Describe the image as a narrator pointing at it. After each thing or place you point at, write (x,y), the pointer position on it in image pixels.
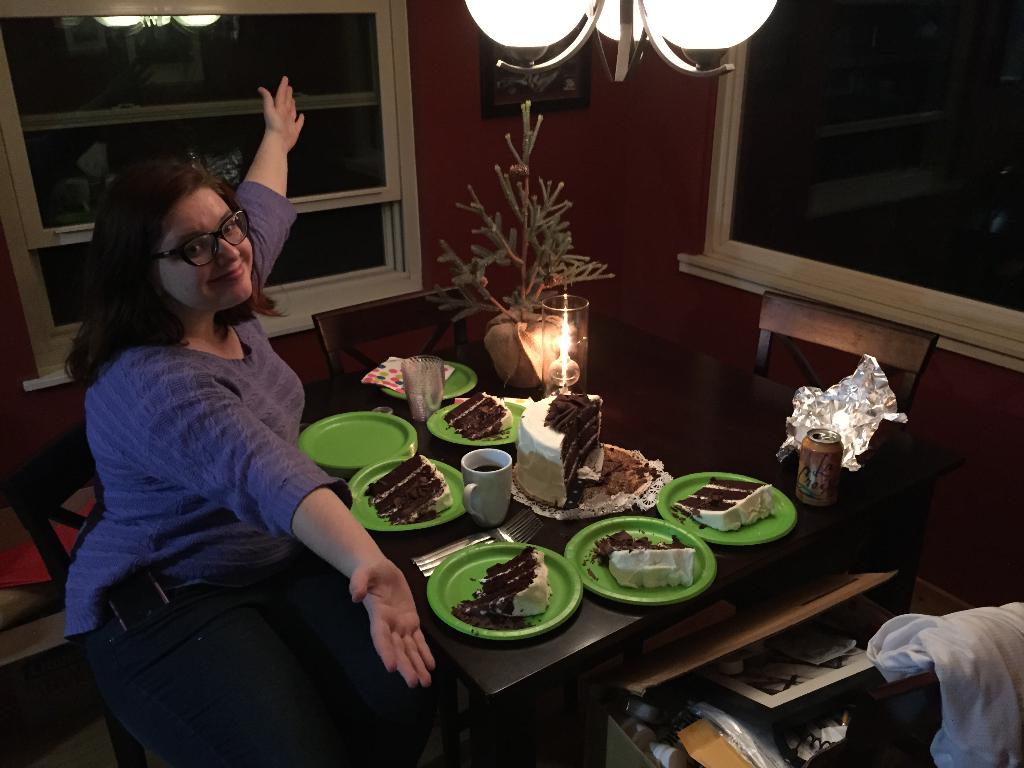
This woman (242,420) wore purple t-shirt (206,456), spectacles (205,256) and smiling. On this table (552,637) there is a cake (576,413) in plates (594,548), forks (500,533), candle (568,364), tin (804,458), glass (431,385) and plant (527,264). On top (570,14) there is a light (586,14). These are windows (802,127). In this box (775,633) there is a picture (807,665), cloth (954,647) and things (744,716).
